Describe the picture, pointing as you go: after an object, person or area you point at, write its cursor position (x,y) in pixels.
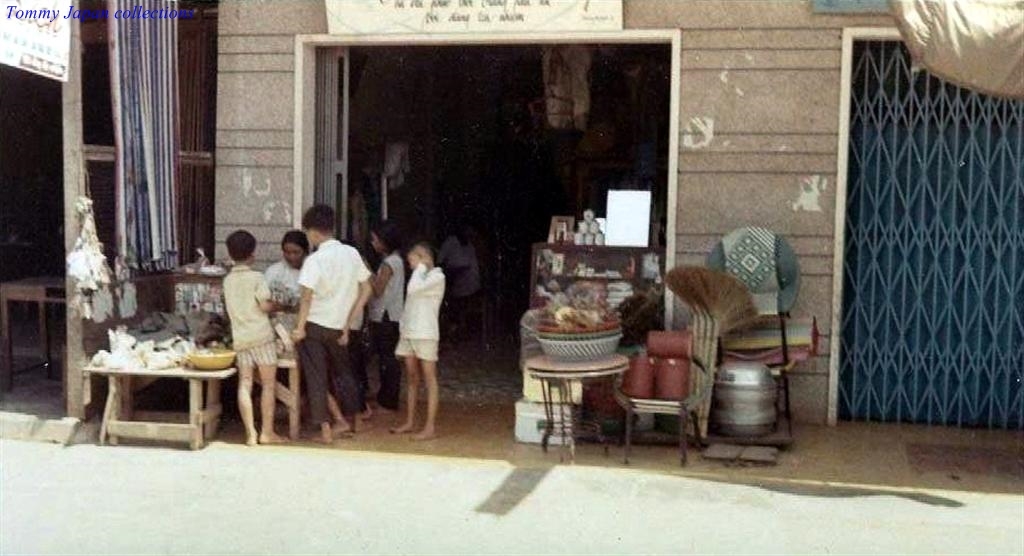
In this picture there are few children (357,342) standing. It seems to be an entrance (332,73). To the left of the door (381,61) there is a table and on it there are packets (165,360) and a basket (205,355). To the right of the door (653,126) there are baskets (583,343), broomsticks (695,352), mats (747,345) and cans (661,376). To the right corner of the image (922,203) there is grill (940,200). To the left corner (131,111) there is curtain (123,130). To the top left corner (110,15) there is text (94,12) on the image.
